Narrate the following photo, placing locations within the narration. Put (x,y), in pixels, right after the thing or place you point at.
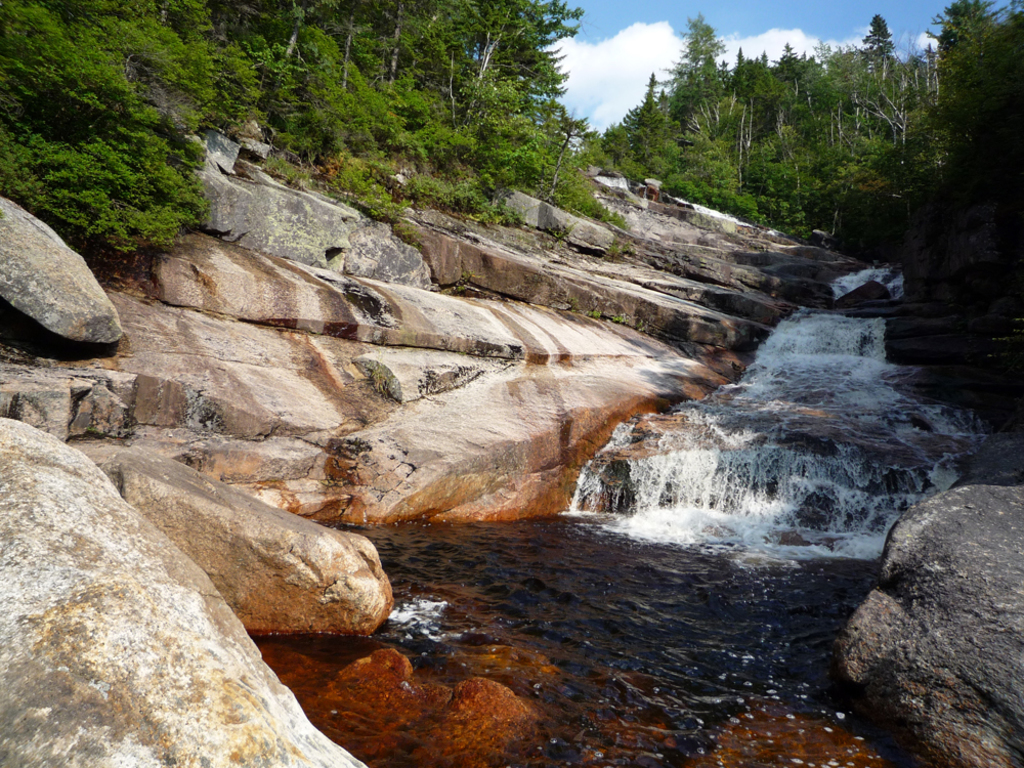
In this picture we can see the rocks (639,300), waterfalls (887,409), trees (71,30). At the top of the image (619,49) we can see the clouds (748,44) are present in the sky (591,94).
